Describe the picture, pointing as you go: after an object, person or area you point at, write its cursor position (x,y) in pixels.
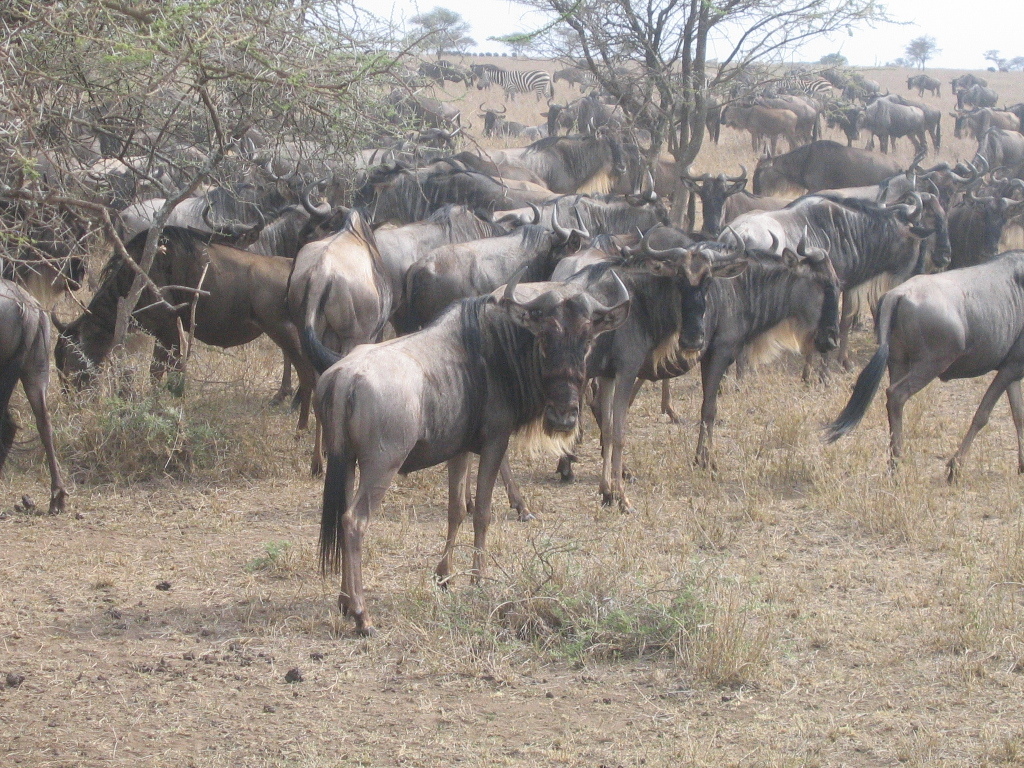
In the image there are many animals (524,379) standing and grazing grass (924,599) on the land (671,583) with dry trees (164,164) in the front (361,103) and above its sky (972,48).
